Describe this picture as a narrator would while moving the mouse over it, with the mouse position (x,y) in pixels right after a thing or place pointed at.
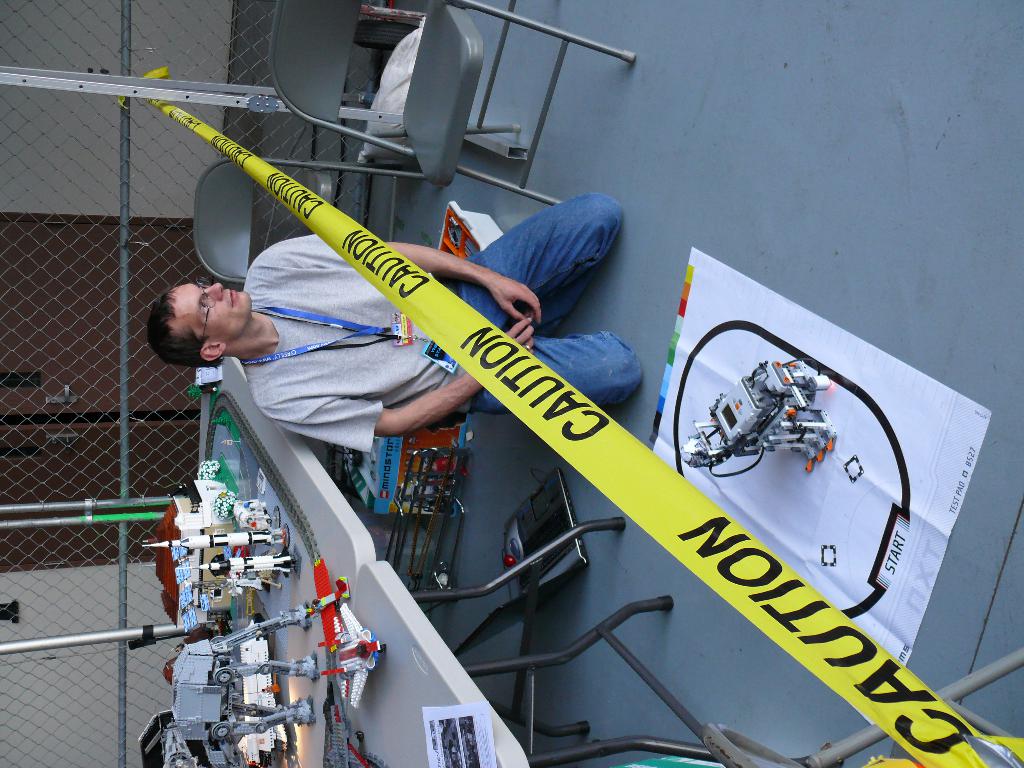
This image is taken indoors. On the right side of the image (871,171) there is a floor (931,321) and there is a robot (748,433) on the floor (793,273). On the left side of the image (73,508) there is a mesh (81,614) with a few iron bars (121,521). At the bottom of the image (381,711) there are two tables (373,622) with a few things (250,607) on them. In the middle of the image (407,362) there are two empty chairs (421,119) and a man (295,272) is sitting on the floor (586,487) and there is a caution ribbon (233,144).
